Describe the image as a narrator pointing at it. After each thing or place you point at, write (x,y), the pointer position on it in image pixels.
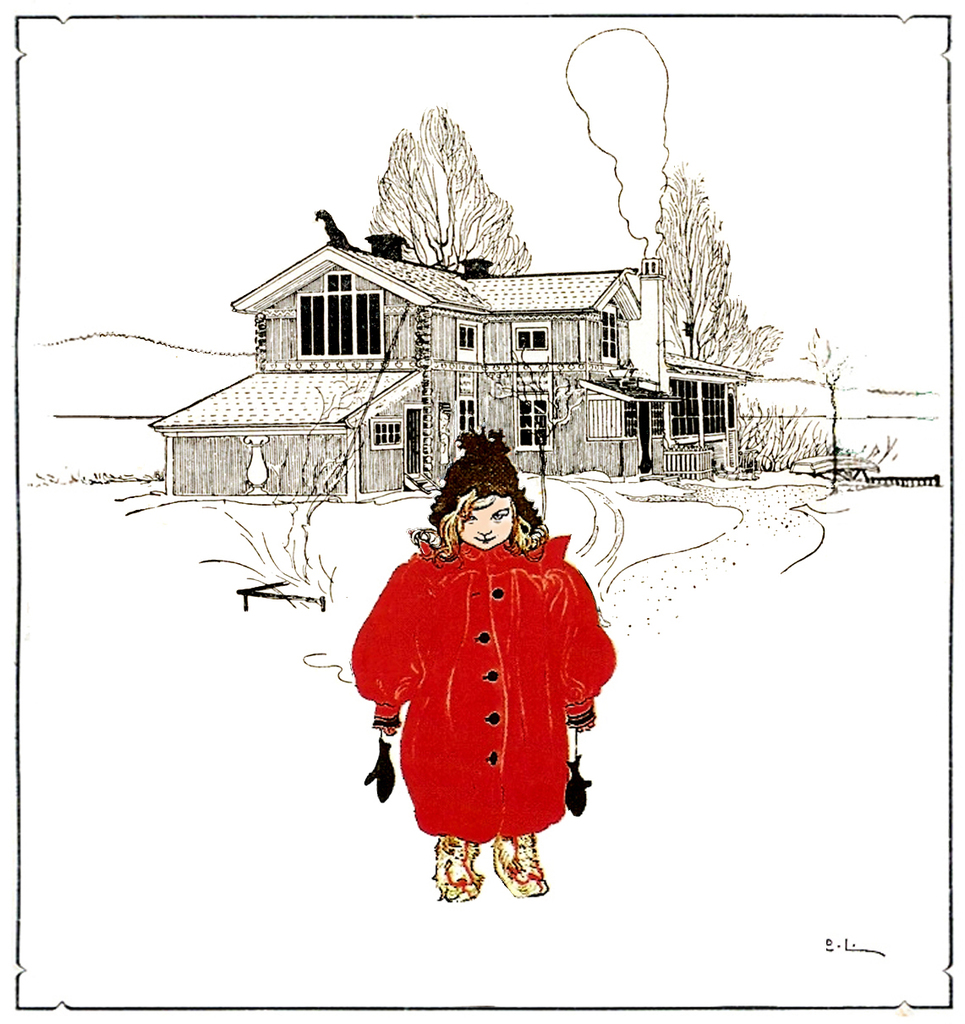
This picture is painting. We can see a house (510,406), tree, person (446,583), road (750,555) are there.
